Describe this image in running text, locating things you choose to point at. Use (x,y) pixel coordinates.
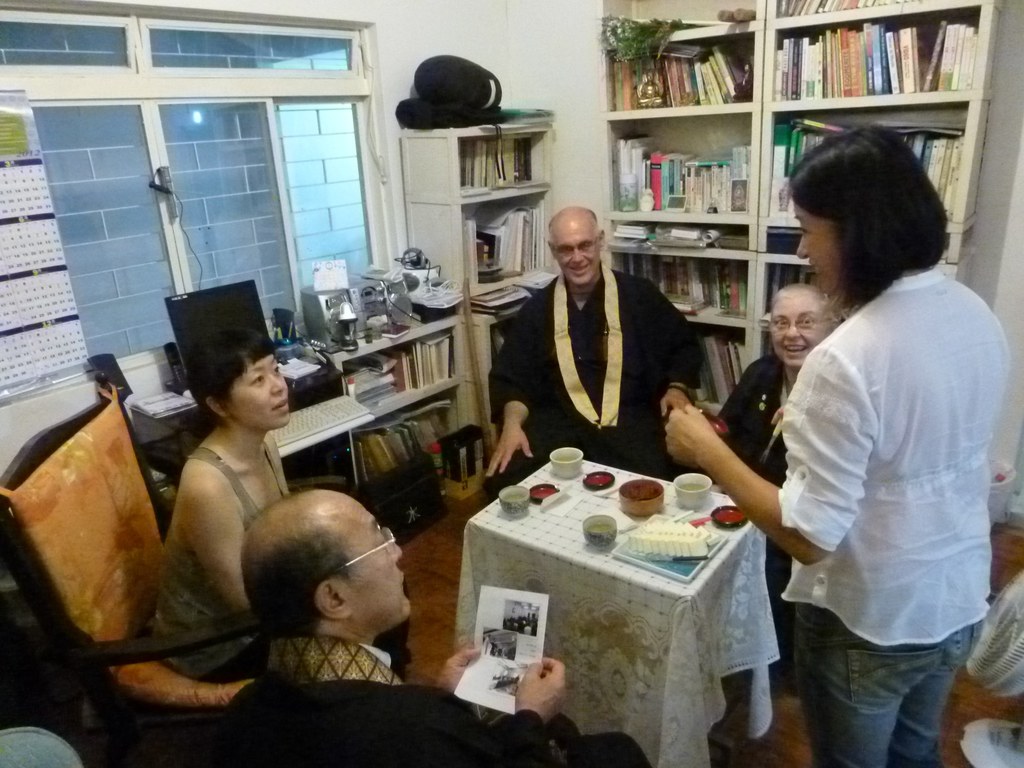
There are five people (582,315) in this image, from which four are sitting and one person (798,442) is standing. The woman (891,335) to the right (881,391) is wearing a white shirt (874,479) and a blue jeans (916,677). The woman (215,509) to the left (172,522) is sitting on a chair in front of the table (542,535) on which food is kept. In the background (262,200) there is a window (336,101) and cupboards (729,126) filled with books (715,89) and a system (239,323) and also there is a calendar (33,317) on the wall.
